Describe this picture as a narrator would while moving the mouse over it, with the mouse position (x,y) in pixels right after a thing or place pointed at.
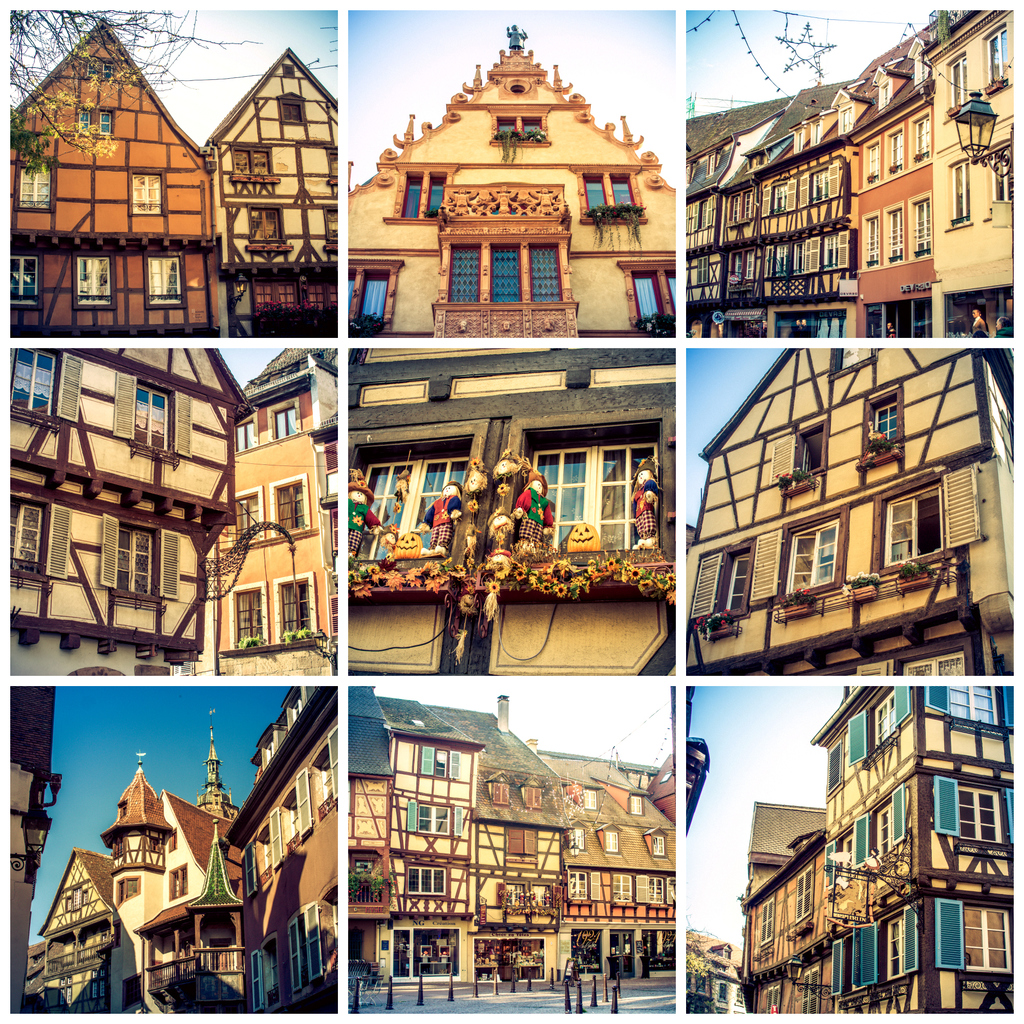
In this image I can see few buildings (457,230). I can see few toys (506,535) attached to the wall (522,454). I can see light-pole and trees (55,78). The sky (391,57) is in blue and white color.
